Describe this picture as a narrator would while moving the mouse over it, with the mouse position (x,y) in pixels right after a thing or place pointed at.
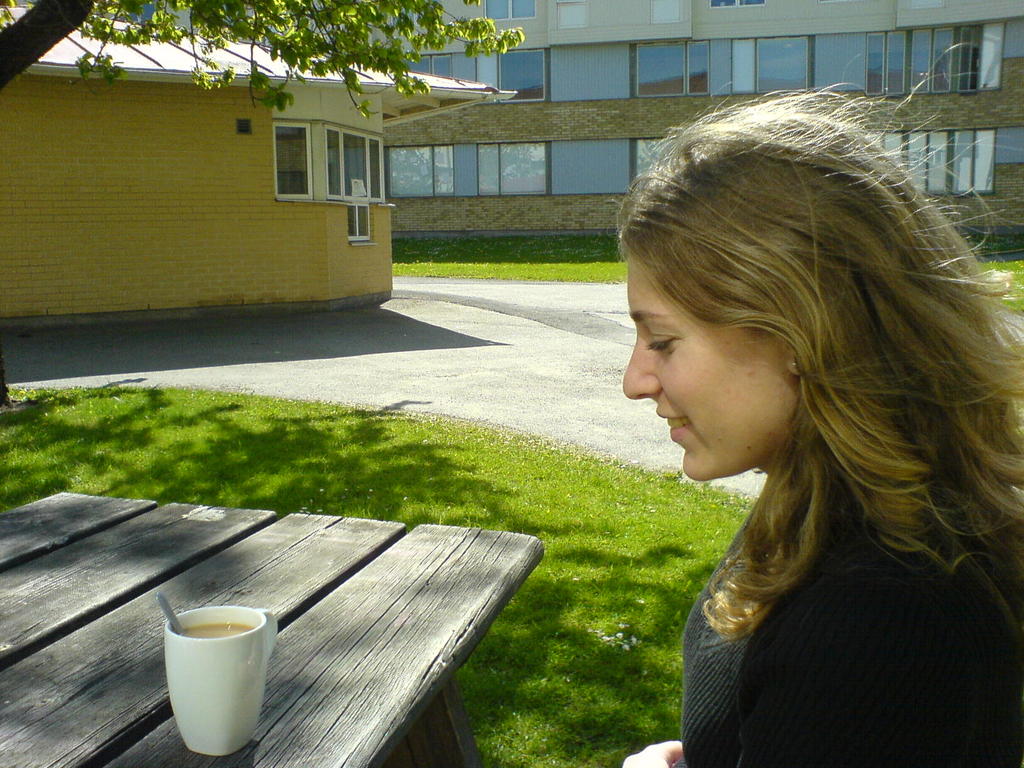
In this image i can see a woman (779,292) is smiling. I can also see there is a wooden table (112,658) with a cup (210,646) on it. There are few buildings (408,131) and a tree (13,53).
